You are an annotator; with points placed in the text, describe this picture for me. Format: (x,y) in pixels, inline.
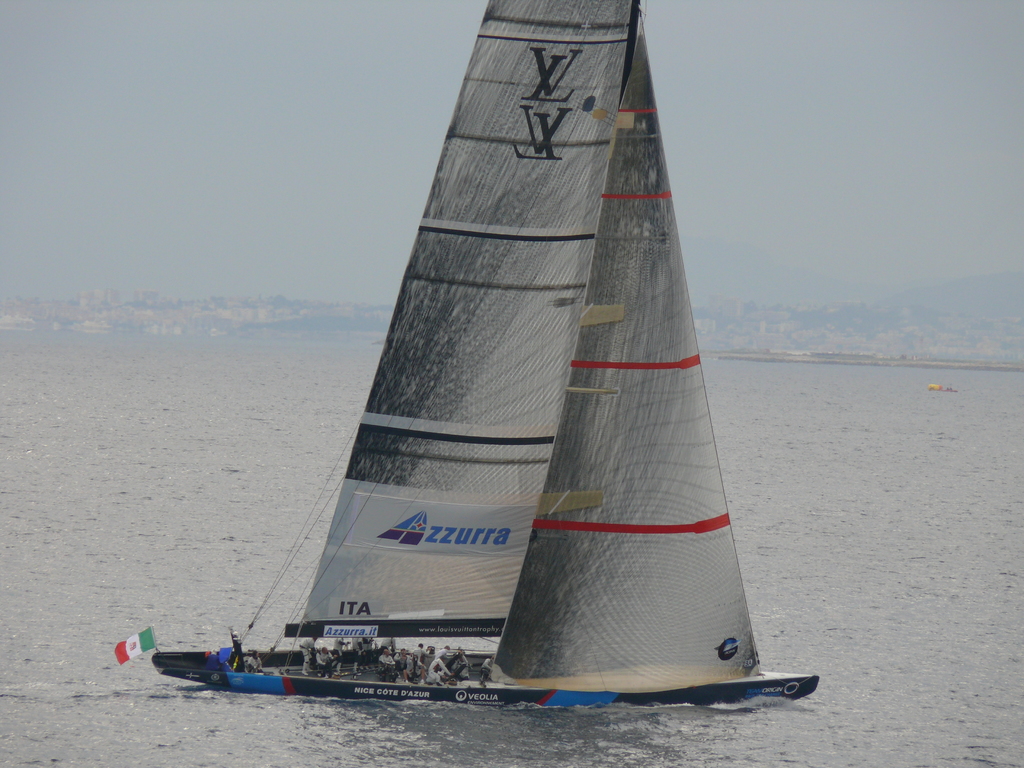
In the foreground (484,32) I can see a boat (737,623) and a group of people (485,662). In the background (955,377) I can see water (789,378), buildings (298,315), mountains (761,270) and the sky (263,197). This image is taken may be near the lake (729,410) during a day.
